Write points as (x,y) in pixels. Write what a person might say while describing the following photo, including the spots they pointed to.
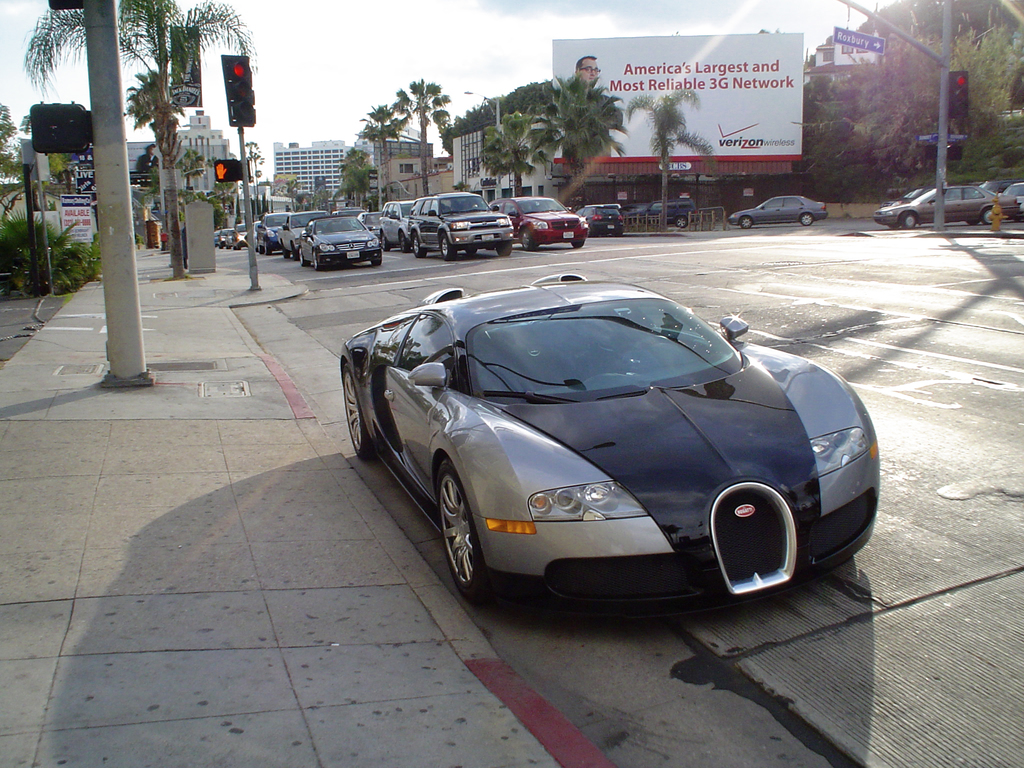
In this image, we can see so many vehicles (827,528) are on the road (889,487). Left side of the image (211,558), there is a platform (149,552), pillars (127,246), poles (114,141), boards (87,149), traffic signals (87,149), plants (66,260), hoarding (129,154). Top of the image (376,138), there are so many buildings (493,130), houses (466,167), hoardings (158,159), trees (939,39), poles (940,143), sign boards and sky (363,105).
